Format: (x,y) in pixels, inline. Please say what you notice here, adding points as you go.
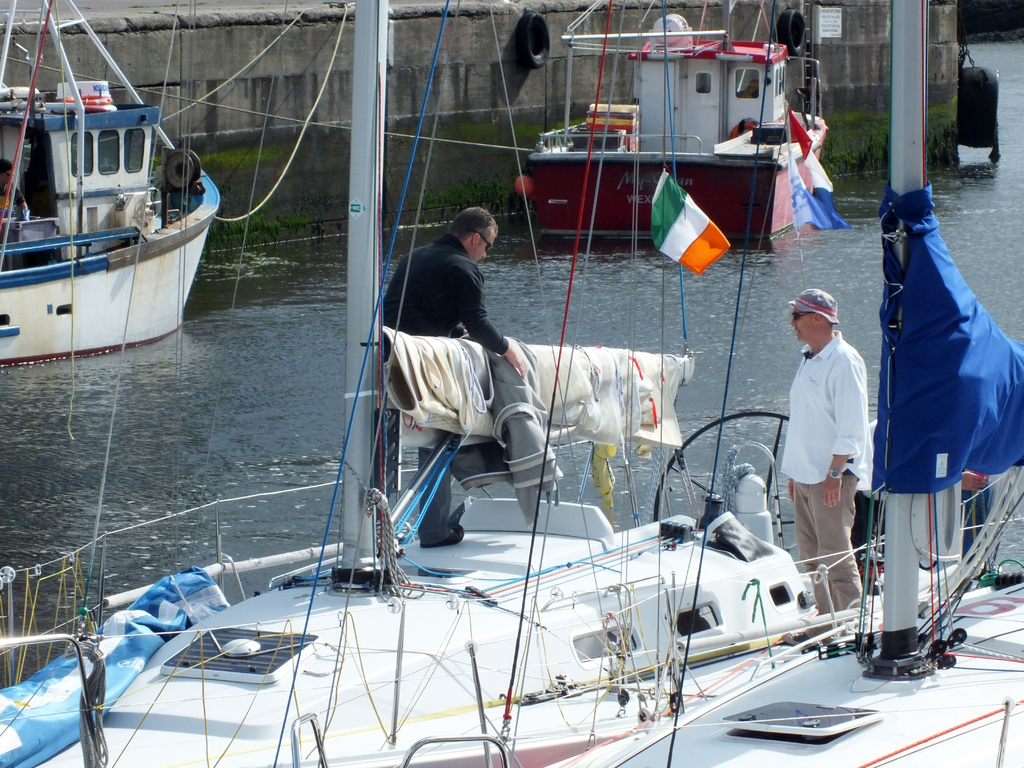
In this picture there is a man (460,240) with black jacket (442,272) is standing and holding the object (596,360) and there is a man (840,385) with white shirt (827,432) is standing on the boat (435,641) and there is a flag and there are ropes (416,565) on the boat (355,517). At the back (140,309) there are boats (731,220) on the water (133,472) and there is a wall (527,154) and there are tyres (521,28) on the wall (417,47). At the bottom (295,525) there is water (712,310).
